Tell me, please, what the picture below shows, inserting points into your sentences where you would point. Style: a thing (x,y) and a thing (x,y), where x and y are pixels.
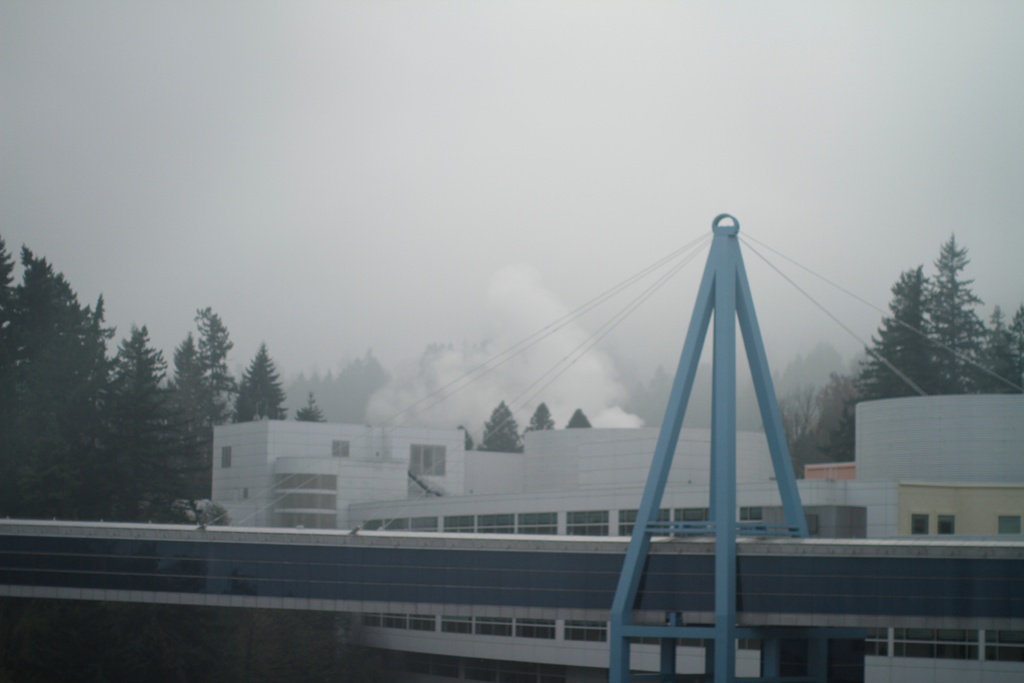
In this image there is a wall (592,570) connected with wires (739,238) to the metal rods (724,570). Behind there is a building (228,437). Background (96,407) there are trees (494,428). Top of the image (315,172) there is sky (424,190).
